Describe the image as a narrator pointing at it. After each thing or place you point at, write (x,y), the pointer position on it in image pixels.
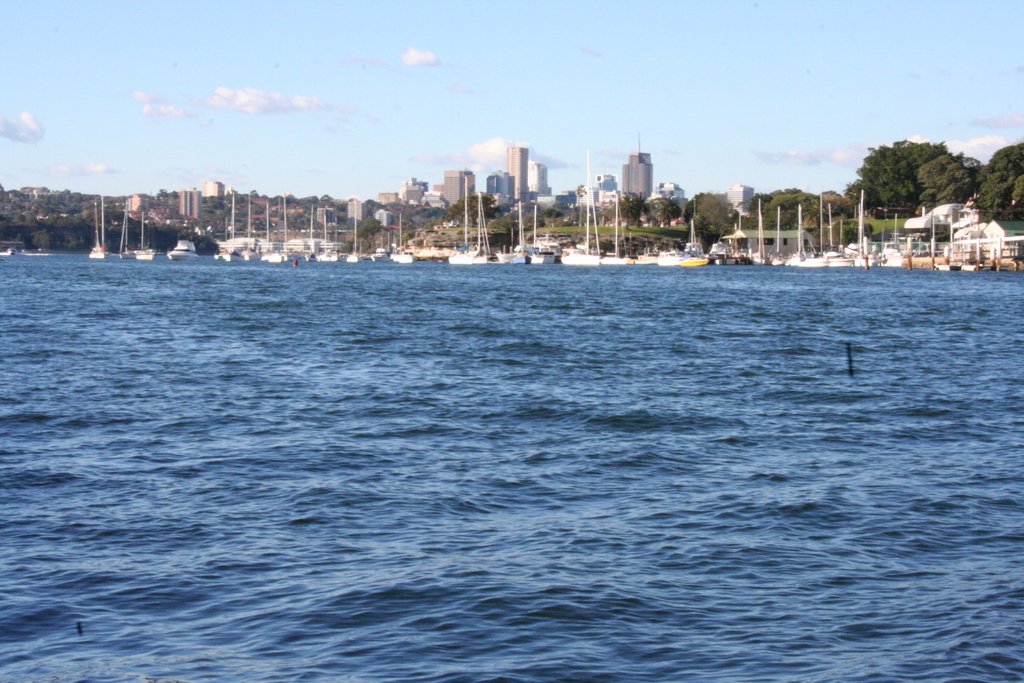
In this image at the bottom (471,476), there is water (383,264). In the middle (380,240) there are trees (503,208), buildings (455,190), sky (538,68) and clouds (479,163).
